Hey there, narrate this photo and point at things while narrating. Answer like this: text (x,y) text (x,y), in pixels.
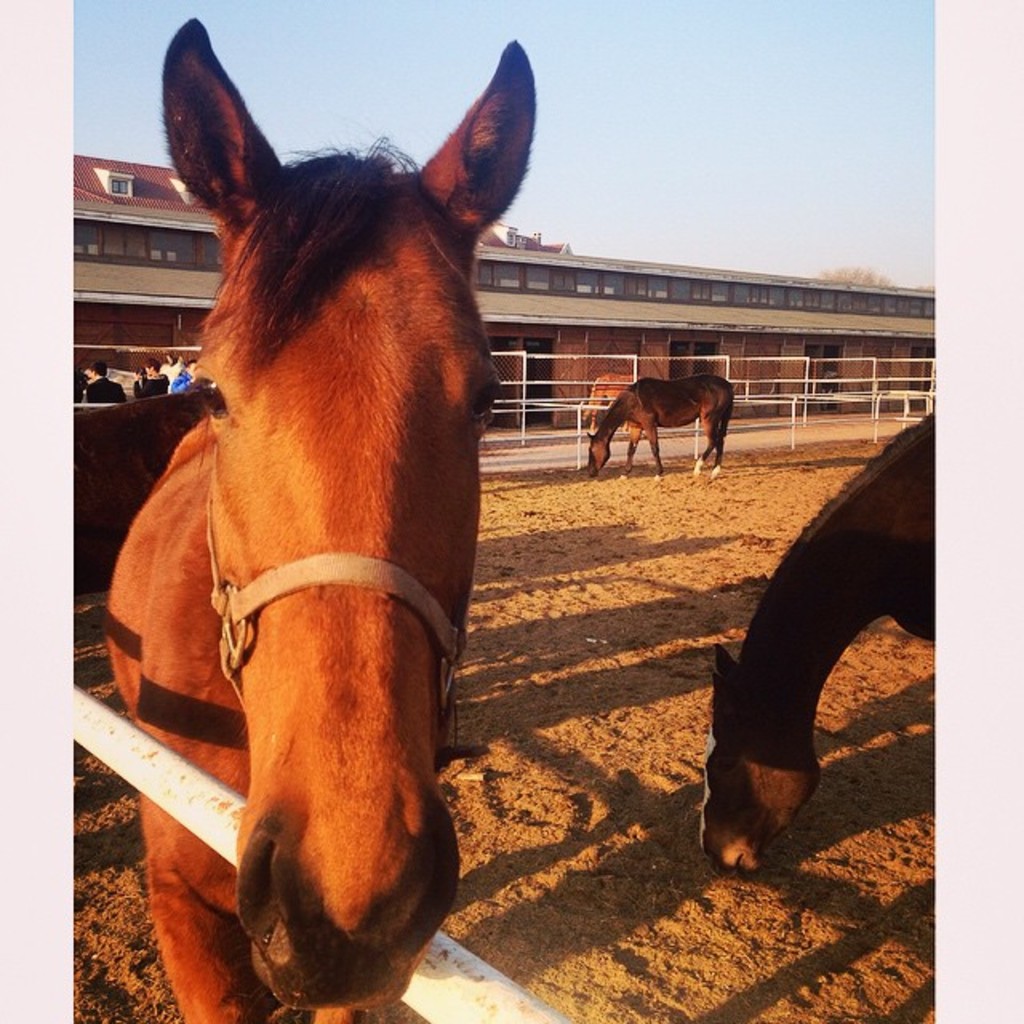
In this picture there is a horse (303,604) who is standing near to the fencing (409,988). On the right (859,582) there are two horse (817,603) who are eating something from the ground (703,892). In the background (182,372) I can see some people (180,386) were standing near to the fencing (152,354). And beside them there is a building (665,282). At the top (438,0) I can see the sky (321,11). In the top right (842,281) there is a tree (877,281).
